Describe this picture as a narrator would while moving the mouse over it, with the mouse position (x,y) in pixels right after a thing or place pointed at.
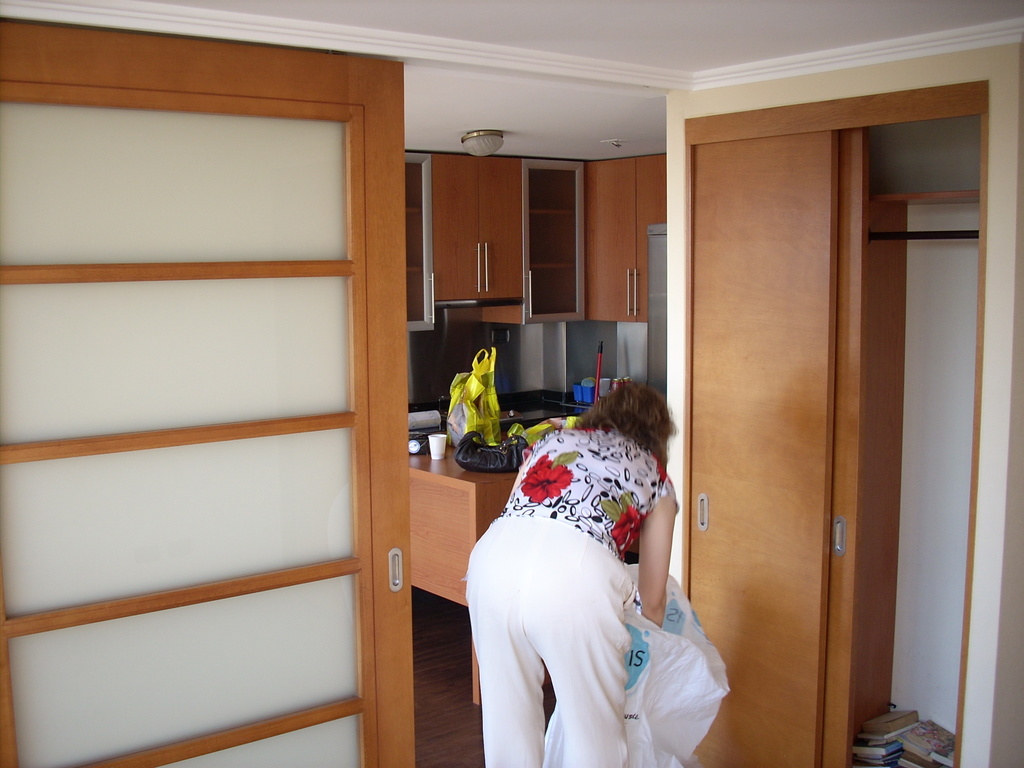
In the picture i can see a woman (552,564) doing some work and in the background of the picture (774,364) there are some cupboards (526,305), there is a table (412,486) on which there are some covers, glasses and some other things (428,429).
